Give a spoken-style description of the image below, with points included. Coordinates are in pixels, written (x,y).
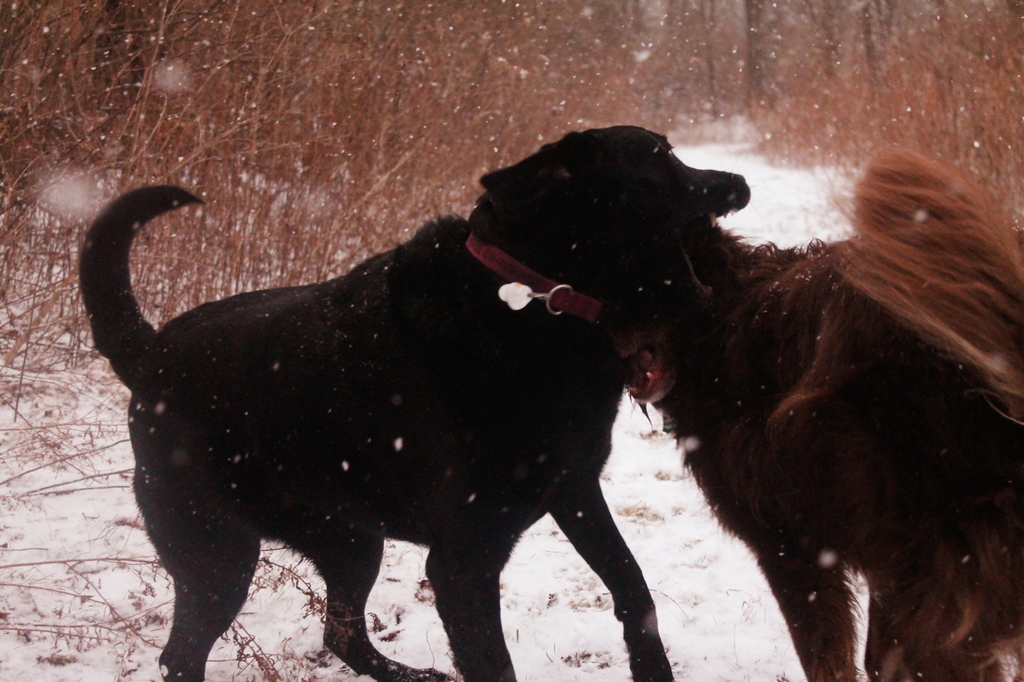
This image in the front (719,458) there are animals (519,458) standing. In the background (687,124) there are dry plants (687,124) and there is snow (792,183) on the ground (782,176).
